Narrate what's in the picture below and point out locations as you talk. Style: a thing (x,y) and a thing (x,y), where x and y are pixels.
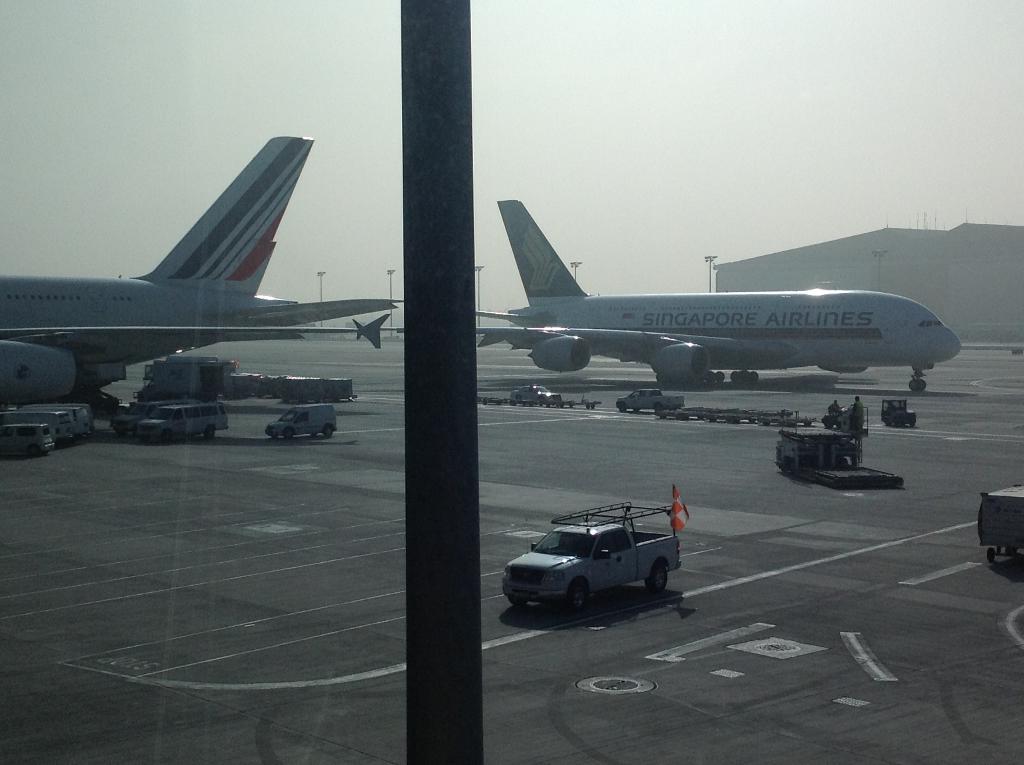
In this picture there are aeroplanes (892,350) on the right (702,343) and left side of the image (70,354) and there are vans (324,409) in the center of the image (655,404) and there are poles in the background area of the image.
